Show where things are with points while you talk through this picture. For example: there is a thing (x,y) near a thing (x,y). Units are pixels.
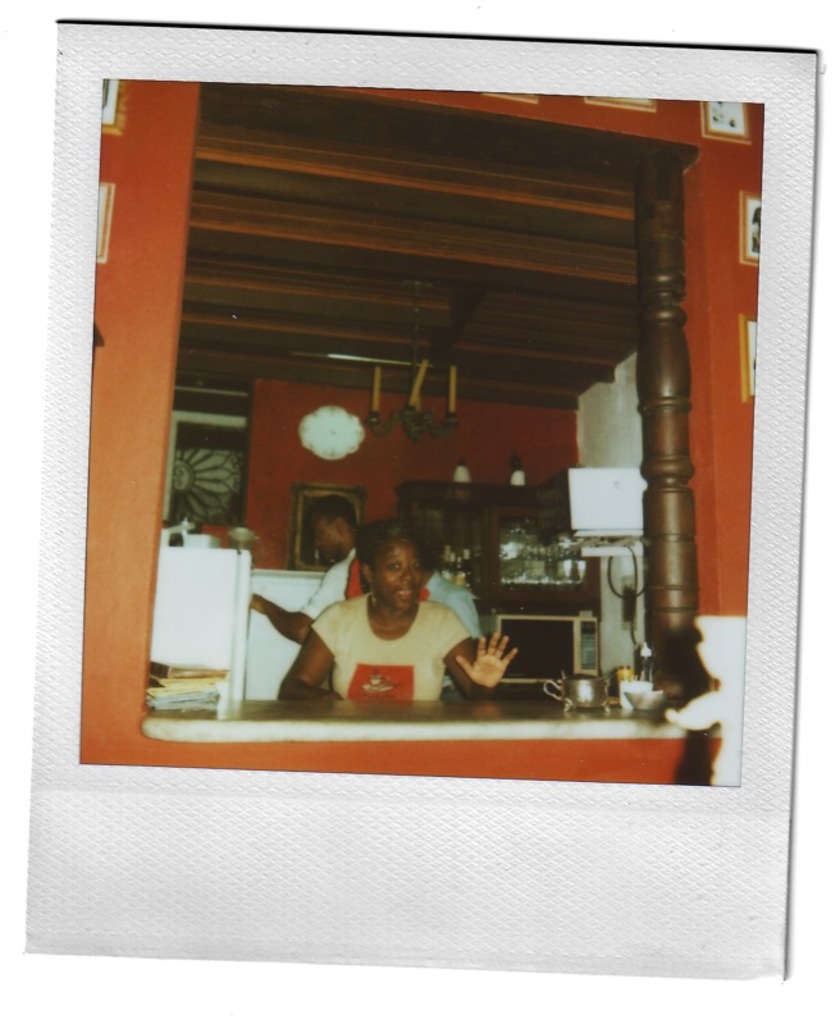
This image consists of a photo (321,339). In this photo, I can see two persons (382,589) standing behind the table (548,726). At the back of these people (386,668) there is a refrigerator (237,611) and some other objects (523,511). This is an inside view. On the right side (710,422) there is a wall (704,313) to which frames (744,336) are attached and also there is a pillar (661,482).
